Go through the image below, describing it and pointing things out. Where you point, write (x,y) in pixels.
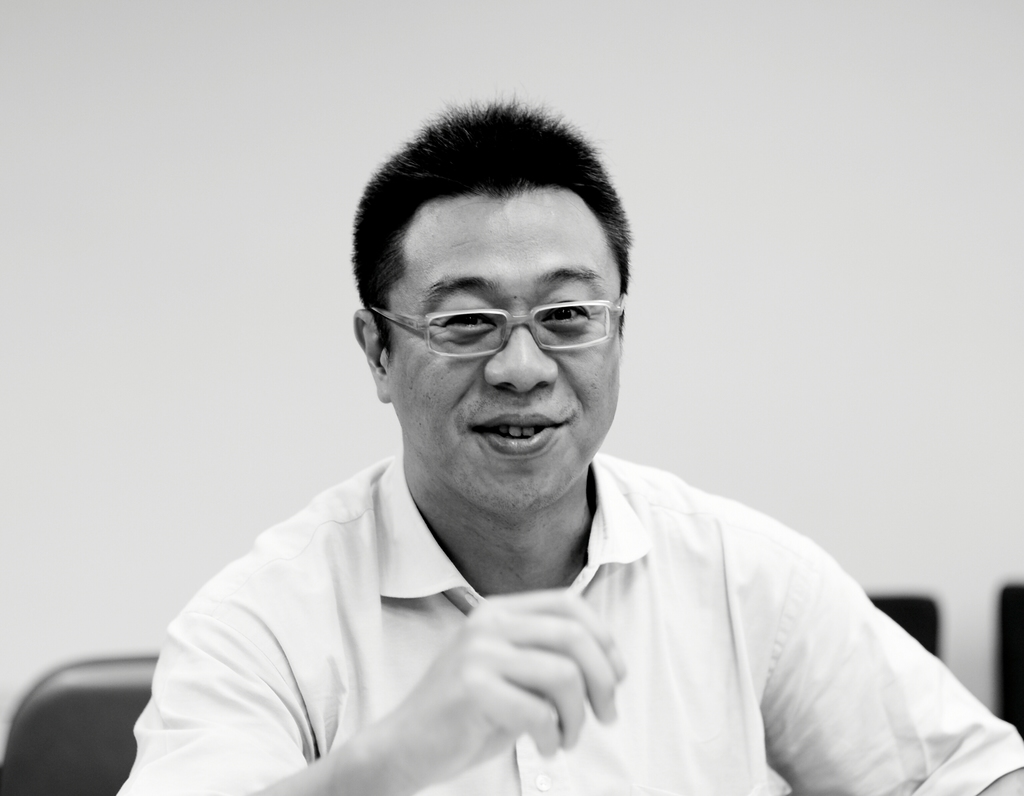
In this image there is a person (584,682) wearing specs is smiling. In the back (375,110) there is a wall (842,220). And this is a black and white image.
